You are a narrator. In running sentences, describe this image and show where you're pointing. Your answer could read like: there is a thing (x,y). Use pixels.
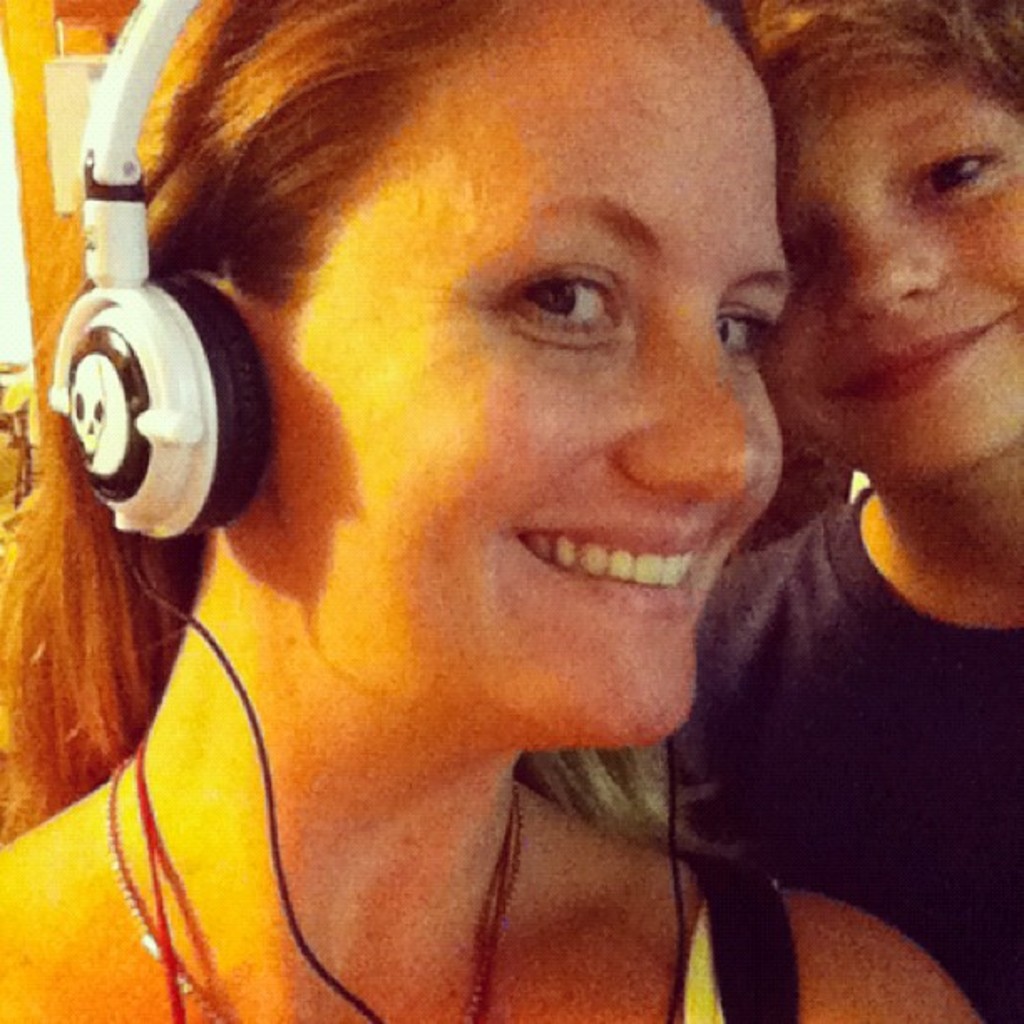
In this image I can see a woman (363,624) wearing headsets (187,385) which are white and black in color and a boy (790,407) wearing black colored t shirt (872,639). In the background (26,46) I can see few other objects (74,22).
